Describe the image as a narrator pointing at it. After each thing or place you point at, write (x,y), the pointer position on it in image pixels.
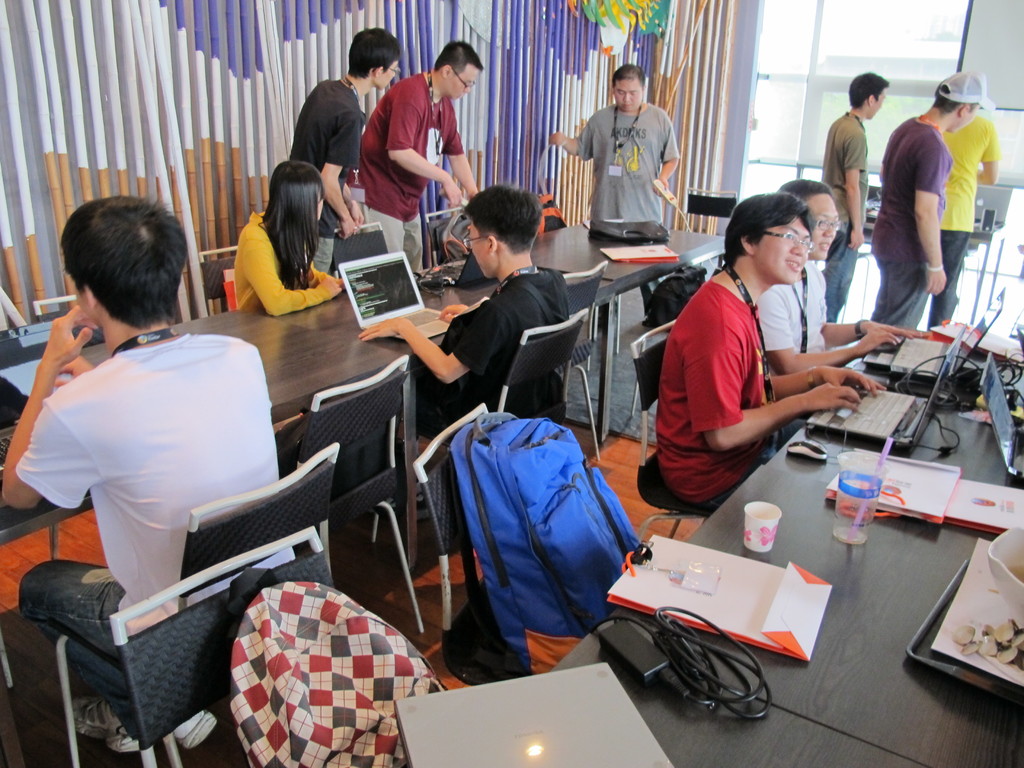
In this picture there are group of people (862,225), few are sitting and few are standing. There are laptops (651,765), cups (774,524), books (962,499), wires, mouses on the table (972,547). There are tables (887,714) and chairs (222,697) and there are bags (533,541) on the chairs (290,579). At the back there is a door (826,108).
